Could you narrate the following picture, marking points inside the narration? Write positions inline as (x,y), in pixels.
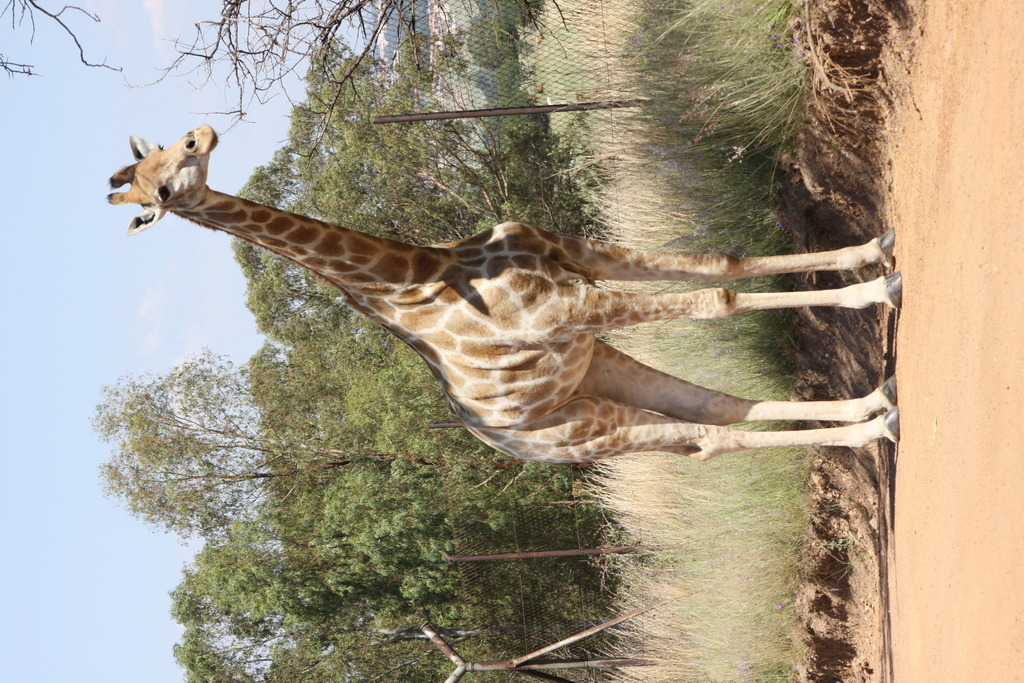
In this image in the center (583,324) there is a giraffe (490,289). In the background (348,326) there are trees (348,416), there is a fence (512,89) and there are plants (692,200).
